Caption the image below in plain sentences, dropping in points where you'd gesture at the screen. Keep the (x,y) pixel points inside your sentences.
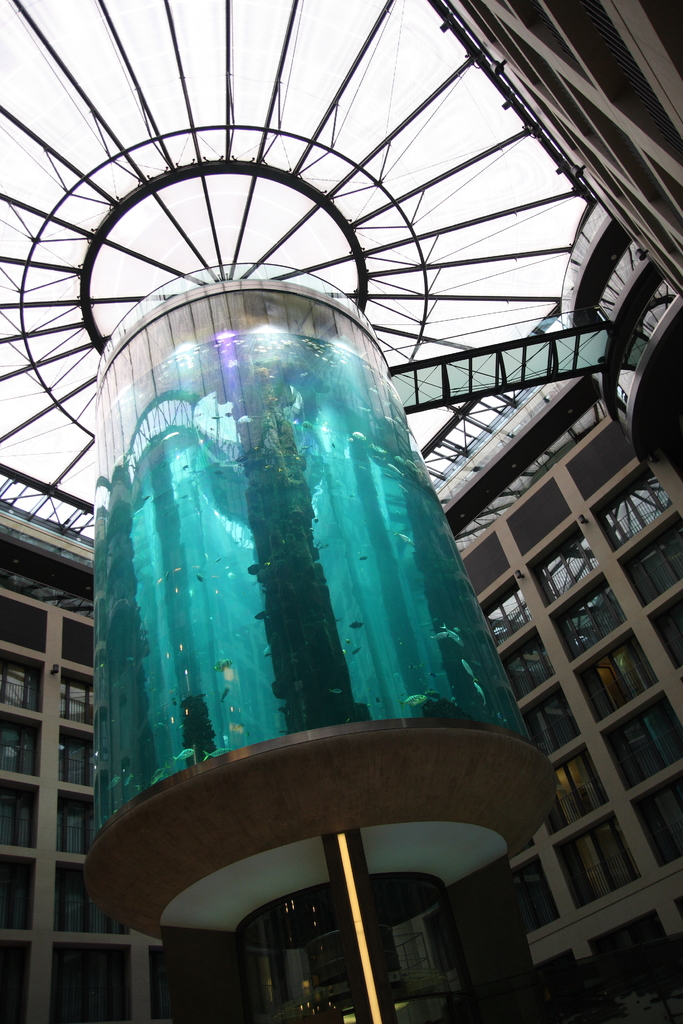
In the middle of the image (361,579), there is a glass item (327,492). In the background (598,665), there is a building (597,482) which is having glass windows (564,717), there is a roof (353,271) and there is sky (470,203).
